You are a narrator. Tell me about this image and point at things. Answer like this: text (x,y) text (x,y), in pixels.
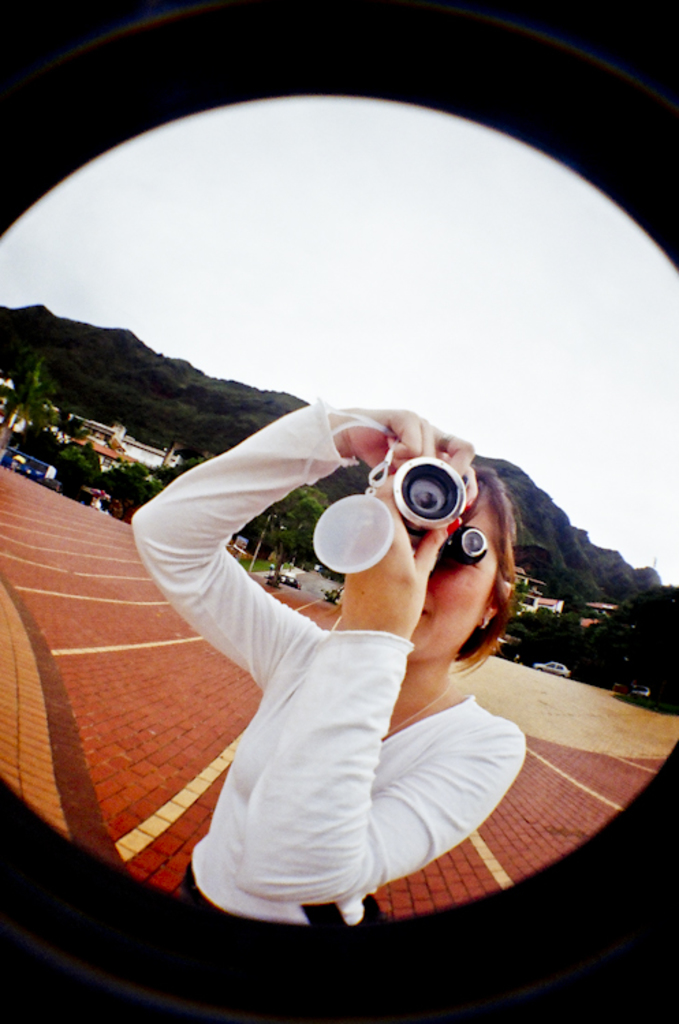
In the image a woman (401,634) is standing and holding something in her hands (413,580). Behind her there are some trees (47,416) and hill (154,416). At the top of the image (342,122) there is sky (415,119). Bottom right side of the image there is a car (550,662).
